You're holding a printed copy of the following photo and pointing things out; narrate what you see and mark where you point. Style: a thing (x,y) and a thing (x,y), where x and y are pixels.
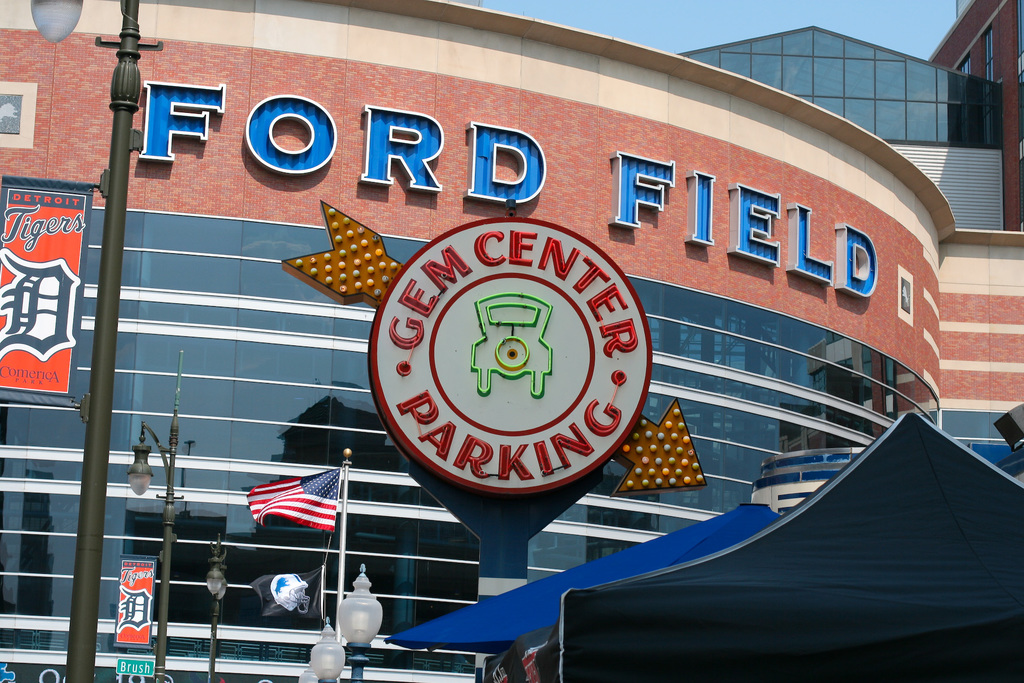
In this image I can see few buildings (819,285). At the bottom (544,610) there is a blue color tent (632,573) and also I can see few light poles (362,629). There are few letter blocks (415,141) attached to the wall (503,108) of a building (687,127). At the top of the image (724,13) I can see the sky (601,16).
